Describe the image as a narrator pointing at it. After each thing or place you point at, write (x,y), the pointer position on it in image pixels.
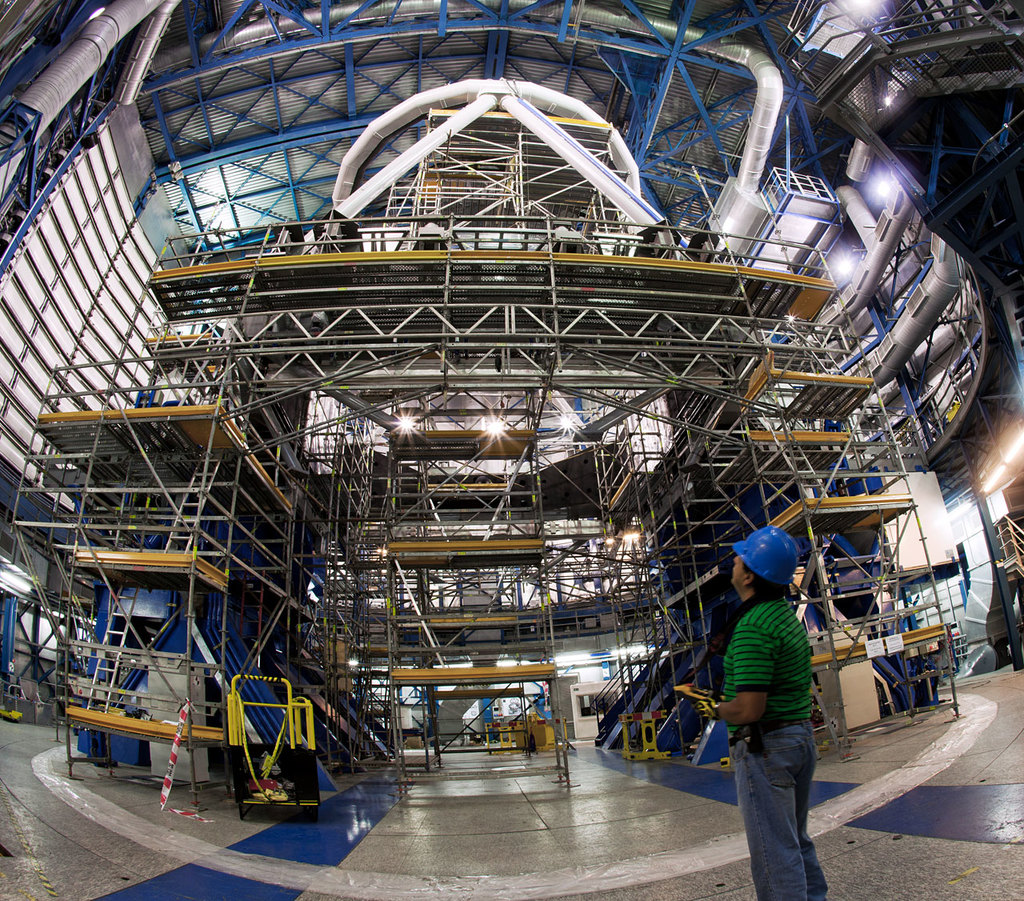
In this image there is a person (783,900) standing on the floor (726,886), in front of him there is a under building (403,611).
